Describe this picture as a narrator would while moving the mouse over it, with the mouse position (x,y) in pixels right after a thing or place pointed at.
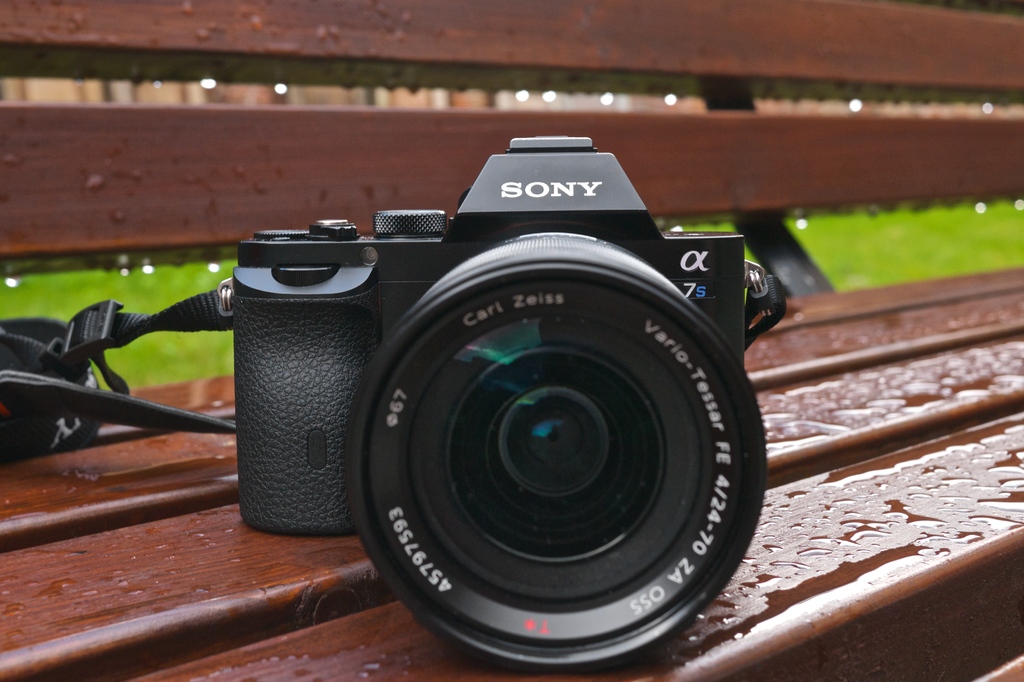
In this image we can see a camera (571,359) on the brown color bench (906,644), also we can see the grass (868,254).
